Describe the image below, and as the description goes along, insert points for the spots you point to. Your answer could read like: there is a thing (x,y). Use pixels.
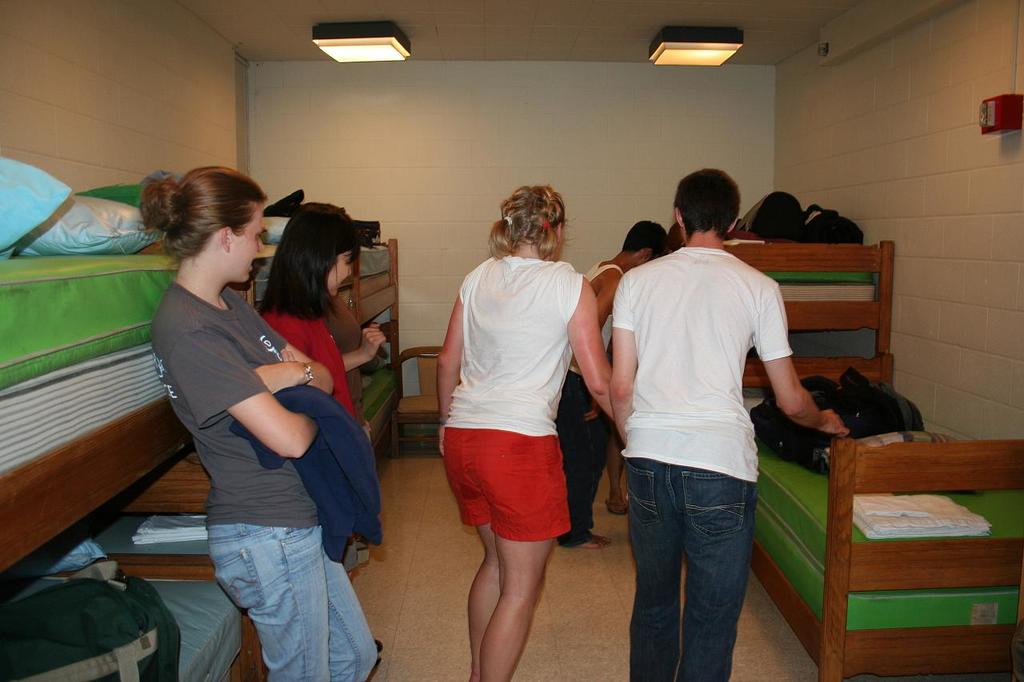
In the middle of the image (519,329) few people (563,209) are standing beside beds (990,481). Behind them there is a wall (375,93). At the top of the image (712,11) there is a roof (803,12) and lights (693,38).
